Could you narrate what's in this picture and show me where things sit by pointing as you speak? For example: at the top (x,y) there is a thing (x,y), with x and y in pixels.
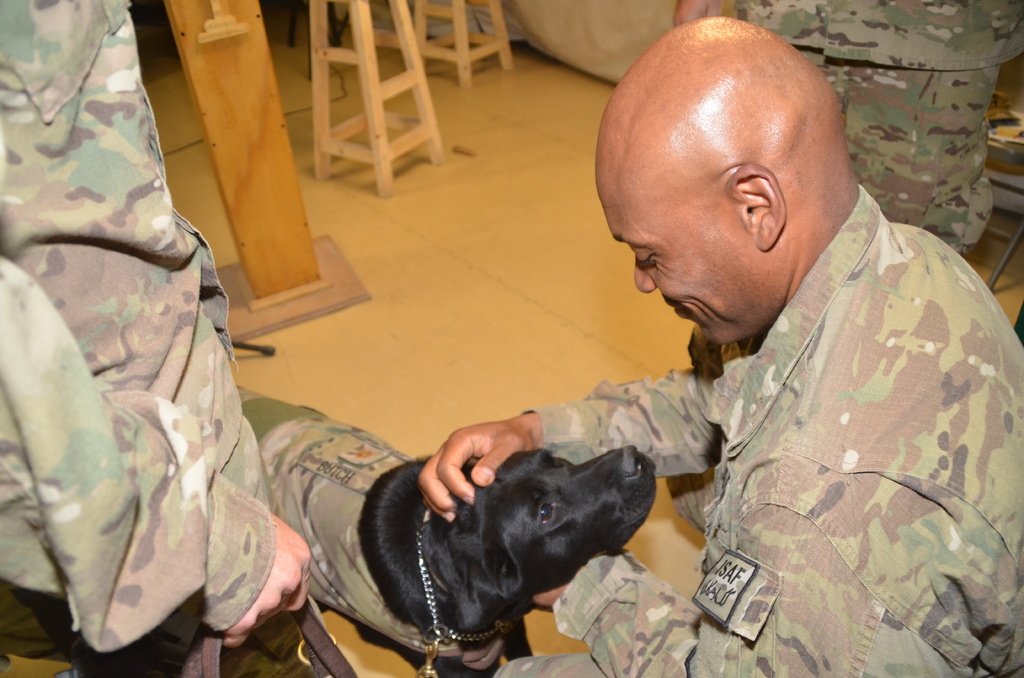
This man (688,245) is looking at this black dog (578,556). Here we can see people (679,18) and wooden objects (313,245). These people (956,124) wore military dress (809,472).
